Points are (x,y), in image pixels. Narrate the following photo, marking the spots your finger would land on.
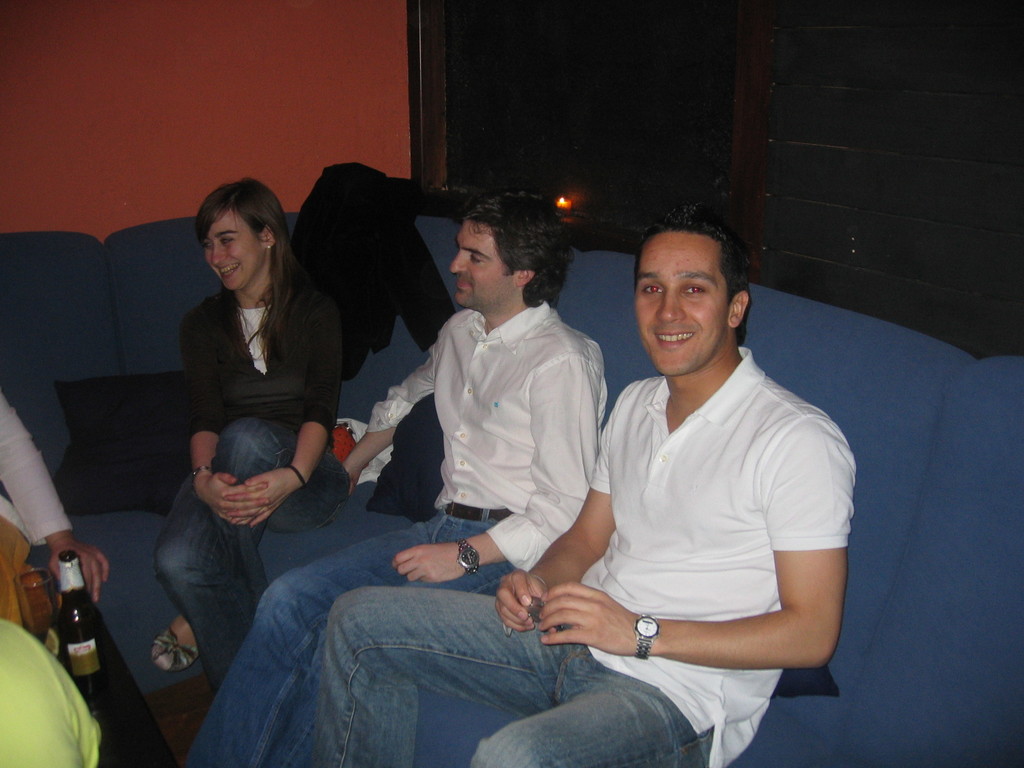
This picture shows few people (459,325) seated on the sofa (445,229) and we see a human hand (83,557) holding beer bottle (62,610) and we see a glass (45,618) and we see clothes (332,231) on the back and we see smile (684,334) on their faces (655,321).
